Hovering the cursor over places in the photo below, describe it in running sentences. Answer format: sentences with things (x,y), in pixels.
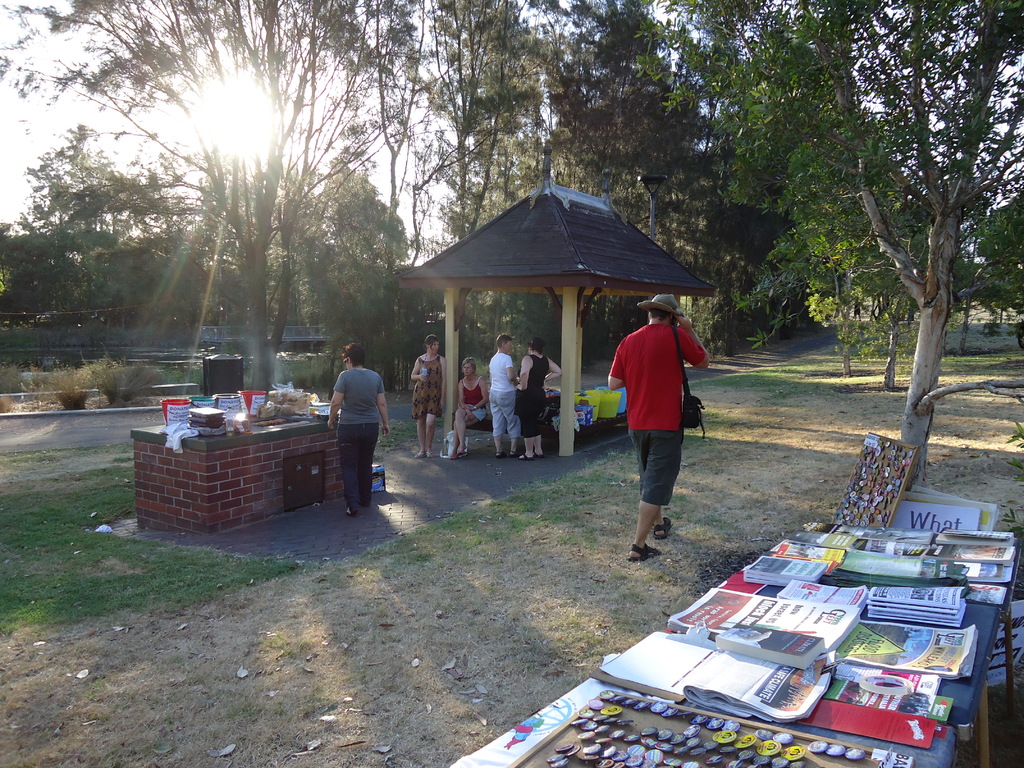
In this picture we can see books (856,706), badges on tables (940,654), buckets (182,414), plastic covers (281,397), shed (456,294) and a man (659,335) carrying a bag (679,353) and walking on the ground (711,434) and some people (419,420) and some objects (278,410) and in the background (742,344) we can see trees (127,244), plants (132,367) and the sky (255,114).
